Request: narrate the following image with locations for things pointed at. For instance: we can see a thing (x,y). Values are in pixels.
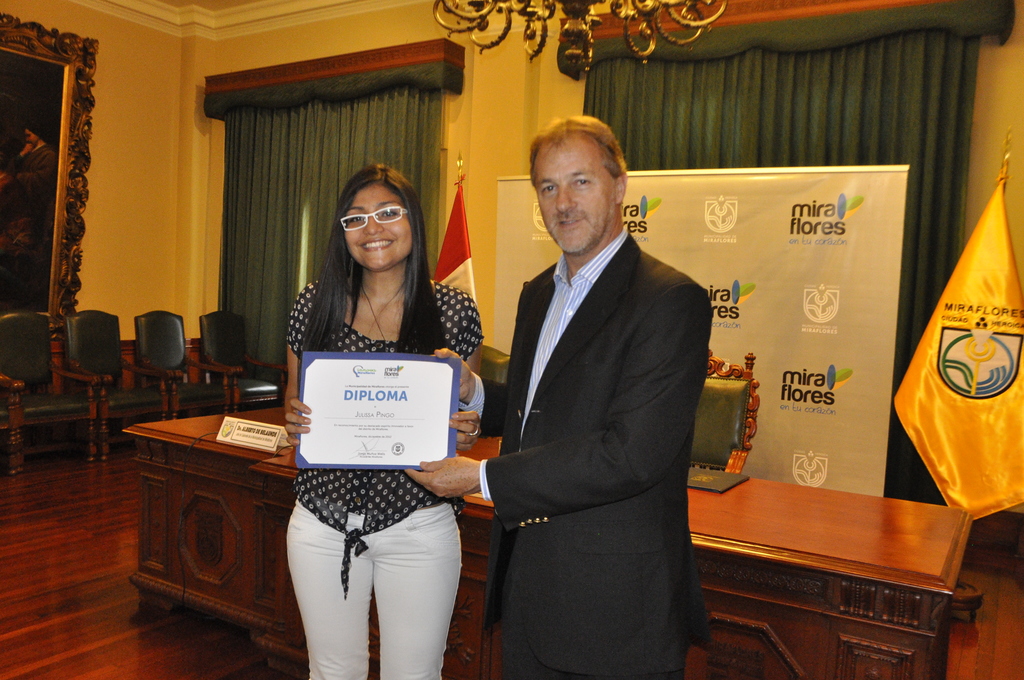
This image consists of a man (626,454) and a woman (383,335) holding a certificate (402,457). In the background (801,528), there is a table (765,481) along with the chair (741,432). To the right (959,376), there is a flag (981,325). In the background (700,79), there are curtains (651,133). To the left (18,254), there is a photo frame (62,289). At the bottom (66,631), there is a floor (17,646).
